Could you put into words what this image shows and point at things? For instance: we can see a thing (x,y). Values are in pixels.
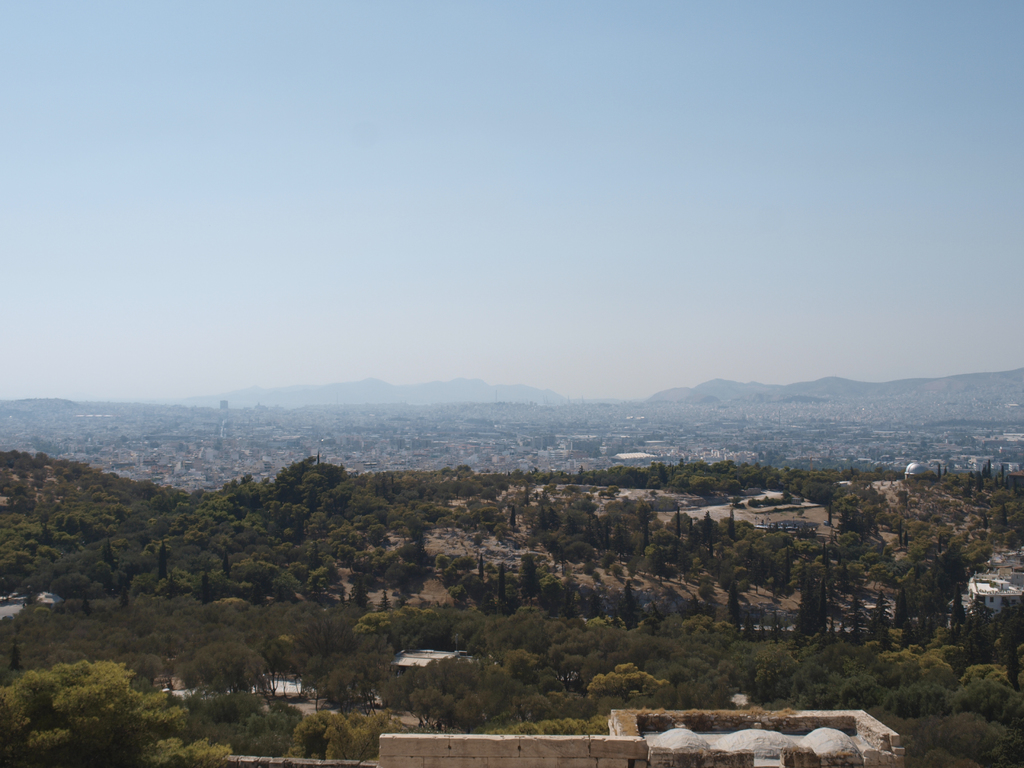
This picture is clicked outside the city. In the foreground (732,712) we can see the buildings (890,745) and the trees (891,527). In the background (836,150) we can see the buildings (416,459) and the sky (421,221).
